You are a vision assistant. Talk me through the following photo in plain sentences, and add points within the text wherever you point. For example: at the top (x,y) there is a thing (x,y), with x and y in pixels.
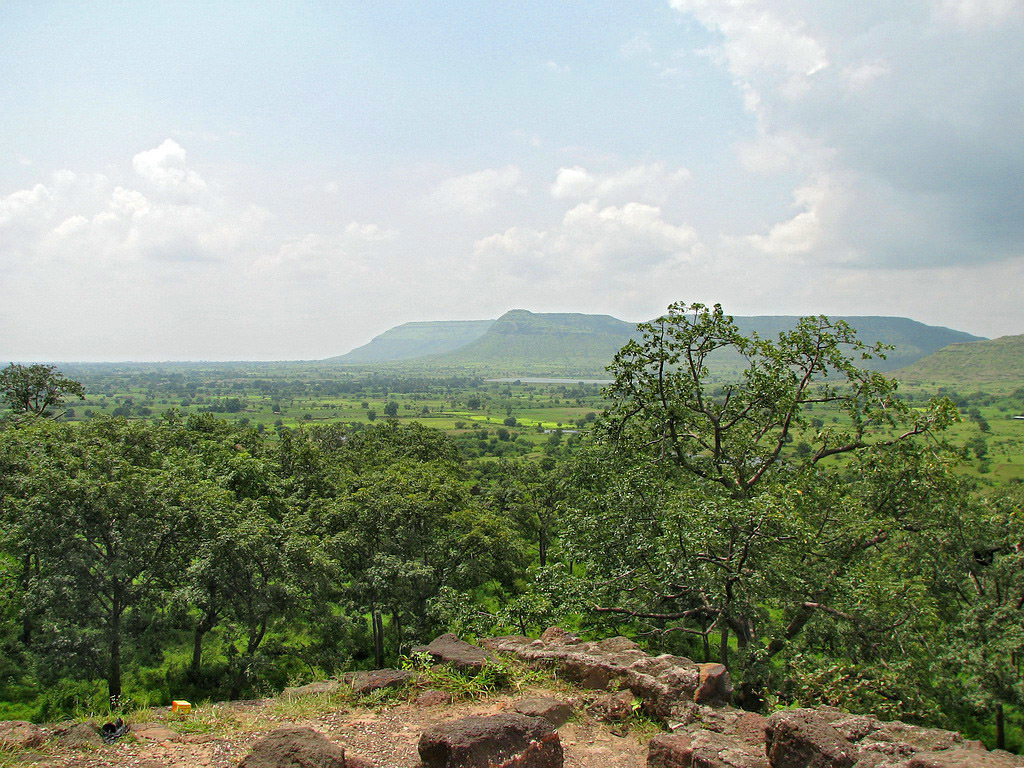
In this image, we can see trees (407,484), rocks (610,718) and fields (557,417). In the background (538,320), there are mountains (428,331) and at the top (408,161), there are clouds (819,181) in the sky (656,195).
